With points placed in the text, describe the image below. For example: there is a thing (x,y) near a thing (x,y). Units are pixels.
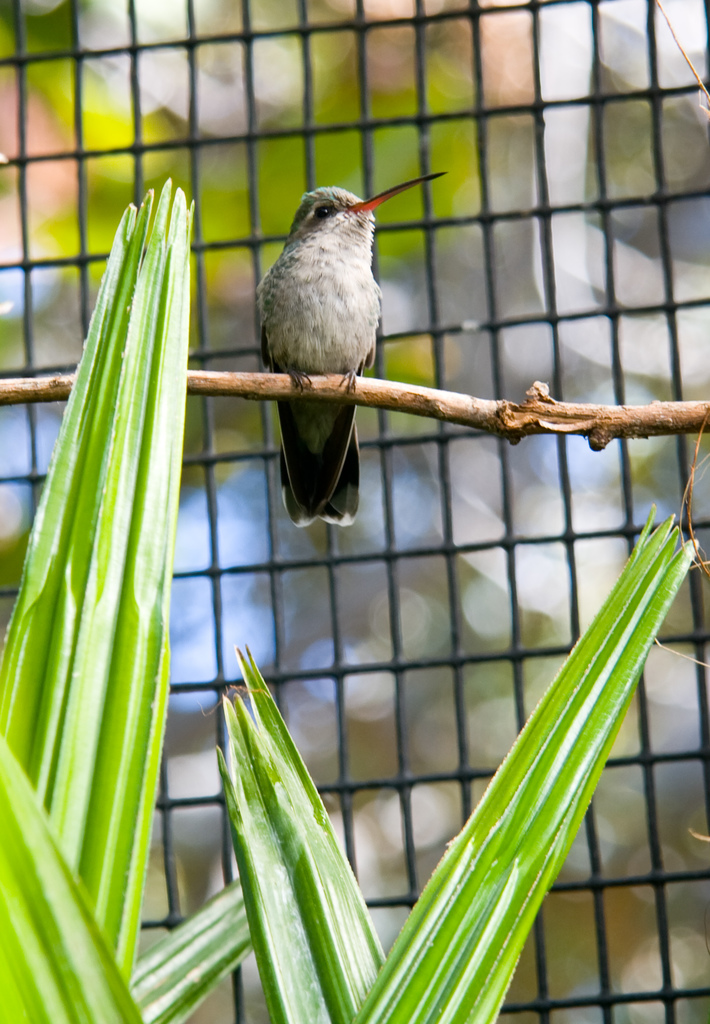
In this picture there is a bird (332,365), standing on the stick (507,438). On the bottom (535,815) we can see leaves (296,947). At the back (518,628) there is a black fencing (608,534).
